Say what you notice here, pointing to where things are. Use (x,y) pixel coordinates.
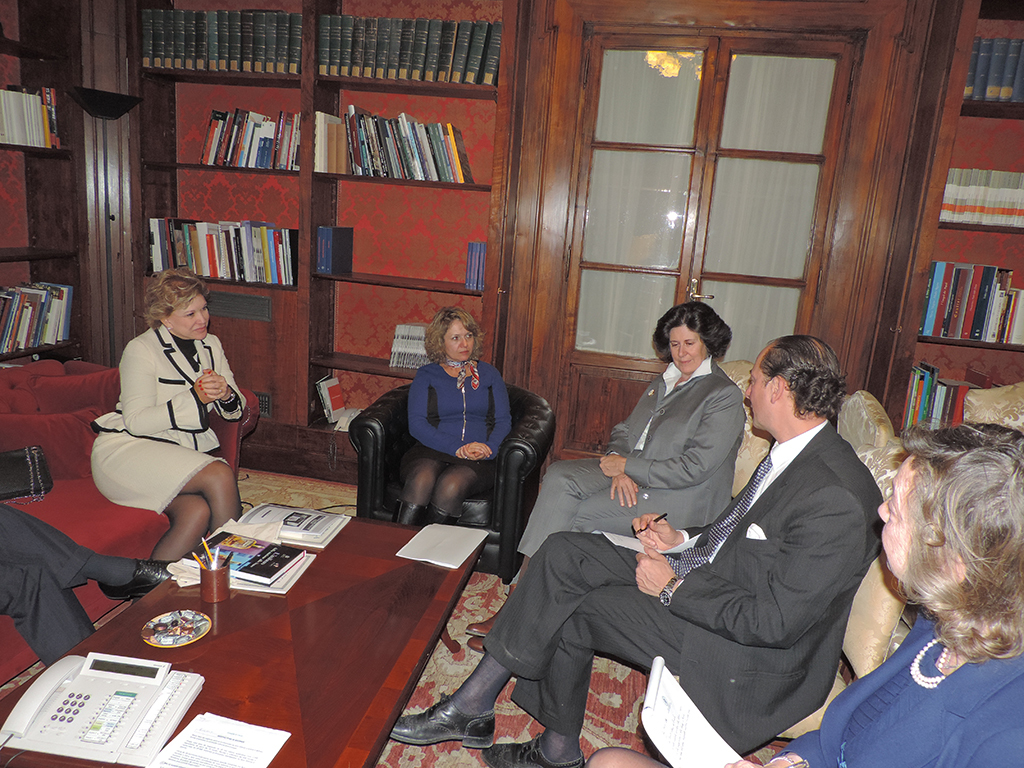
In this image there are people (586,629) sitting on the chairs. On the left side of the image (218,408) there are two people (182,293) sitting on the sofa (79,483). In front of them there is a table (340,614). On top of it there is a landline phone (144,680), books (318,529) and a few other objects (199,632). In the background of the image (839,48) there is a closed door (593,252). There are books (332,149) on the wooden racks (48,181). At the bottom of the image (600,718) there is a mat (596,680) on the floor (596,680).
